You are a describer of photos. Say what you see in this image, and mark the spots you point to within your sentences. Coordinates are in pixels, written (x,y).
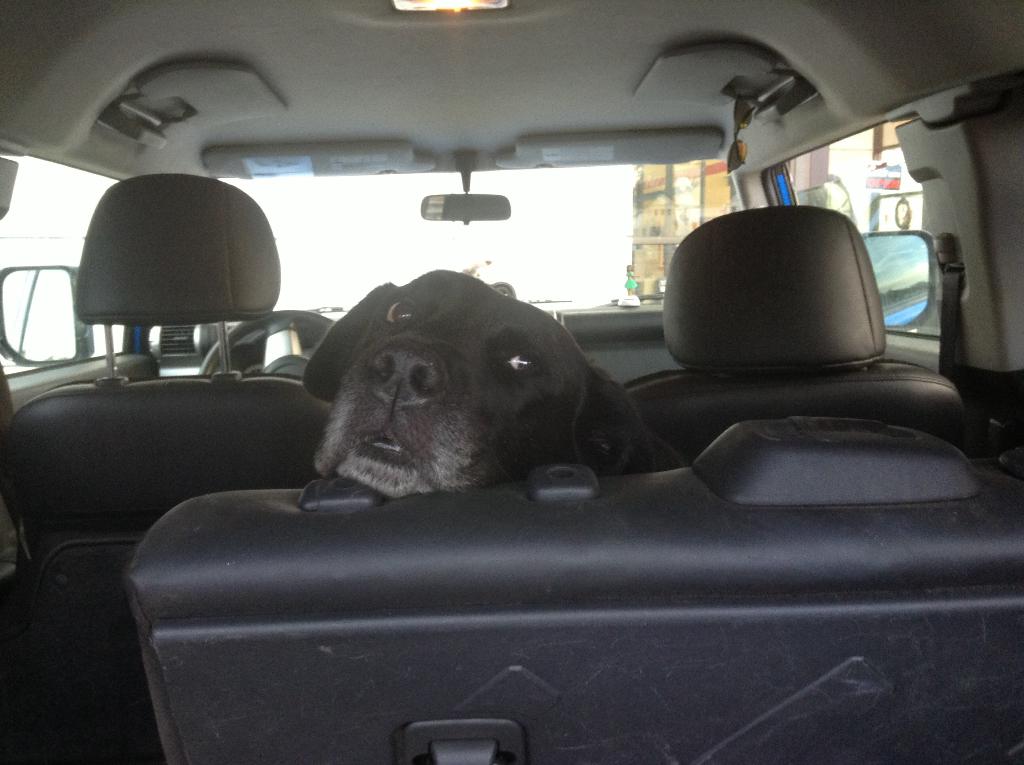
In this image i can see a black dog (456,433) in a car (342,304). In the background (318,319) i can see the side mirror (75,360), a steering (241,328), ac vent (191,346) and the seats (683,338) of the car (846,348).
